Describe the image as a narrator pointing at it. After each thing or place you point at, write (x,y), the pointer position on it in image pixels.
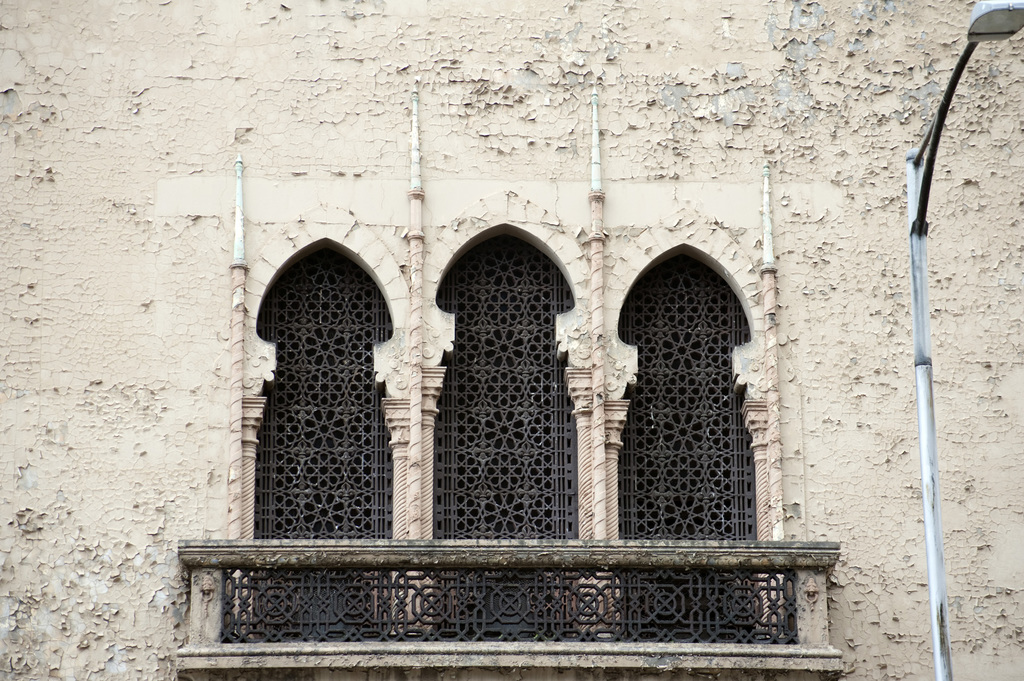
In this picture, there is a castle (230,400) with windows (558,511) and hand-grill (468,567). Towards the right (924,412), there is a pole (945,614) with light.
